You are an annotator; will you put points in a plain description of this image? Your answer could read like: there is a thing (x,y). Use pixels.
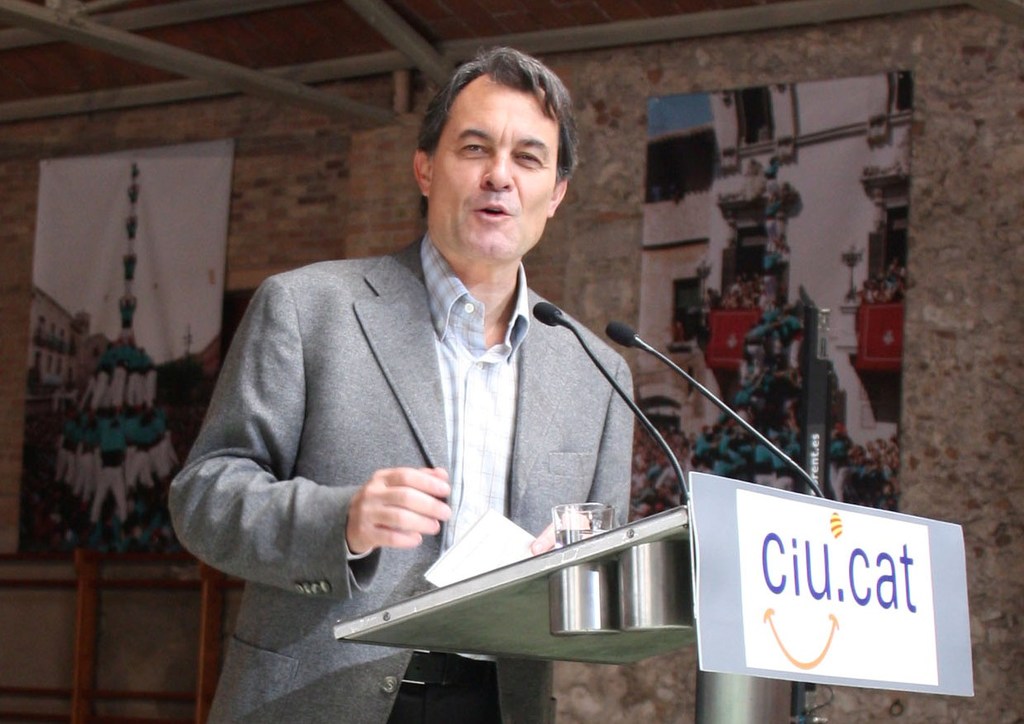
In this picture I can see a man (250,546) standing near the podium (693,572), there is a glass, a board (787,532), there are mikes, and in the background (875,307) there are banners (60,199) on the wall (17,193).
